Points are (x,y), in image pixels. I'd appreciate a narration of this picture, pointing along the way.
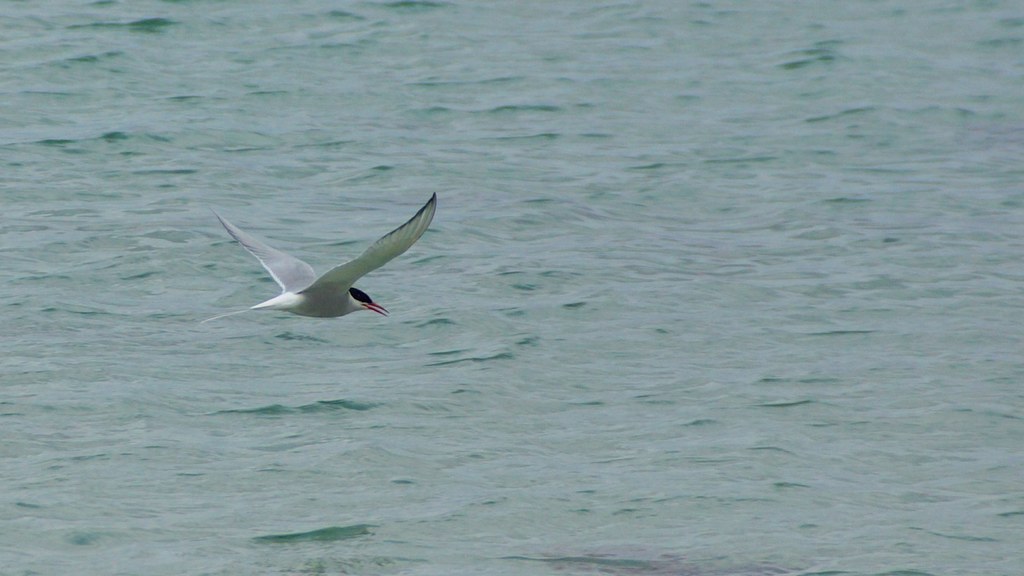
There is a bird (320,295) flying in the air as we can see in the middle of this image (357,303), and there is a Sea (545,165) in the background (320,471).
